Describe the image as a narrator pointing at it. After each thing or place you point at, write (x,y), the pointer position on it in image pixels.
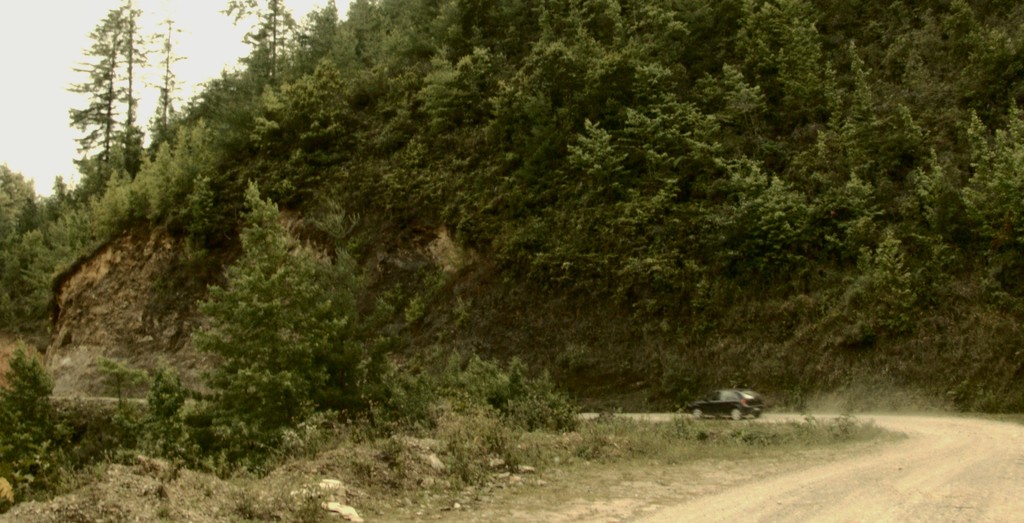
In this picture we can see a car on the path (821,475), where we can see trees (380,325) and we can see sky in the background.
